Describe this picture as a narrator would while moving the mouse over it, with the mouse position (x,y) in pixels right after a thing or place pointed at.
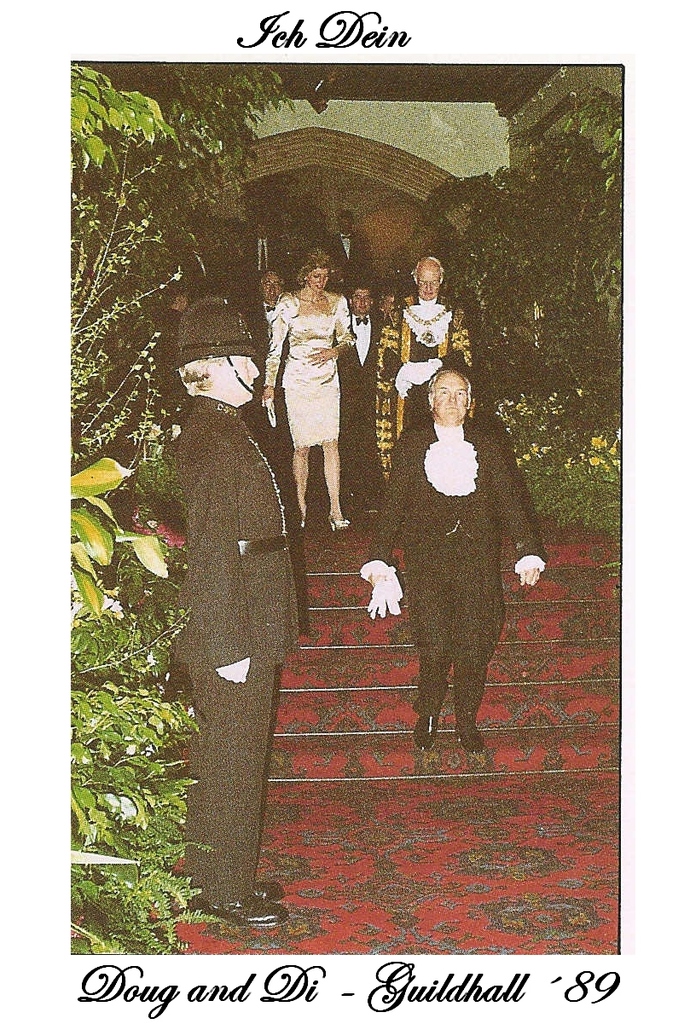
In this image, we can see a poster (313,681). In this poster (330,615), we can see few people (303,274), plants (110,699), stairs (389,628) and walls (466,161). At the top (334,17) and bottom of the image (206,980), we can see some information (403,968).
